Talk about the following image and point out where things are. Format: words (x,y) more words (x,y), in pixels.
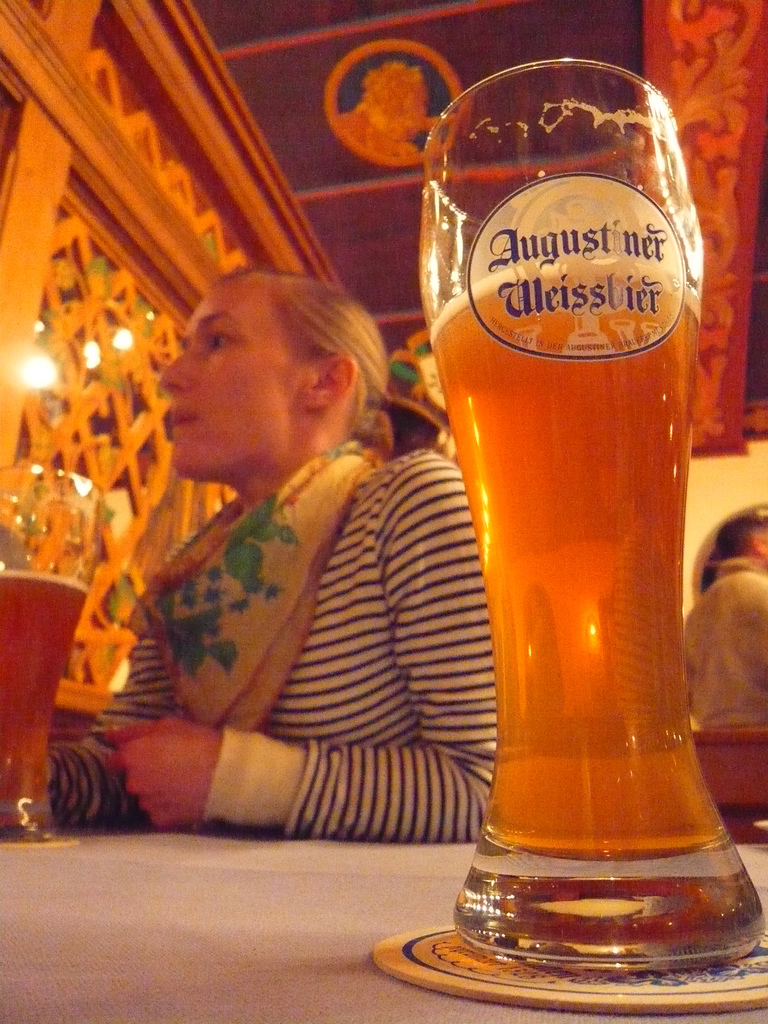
In this picture I can observe a glass (594,378) placed on the table (60,916). There is some drink (595,754) in the glass (563,583). In front of the table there is a woman (205,550). On the right side (718,641) I can observe another person (712,592). In the background (381,150) there is a ceiling (371,135).
